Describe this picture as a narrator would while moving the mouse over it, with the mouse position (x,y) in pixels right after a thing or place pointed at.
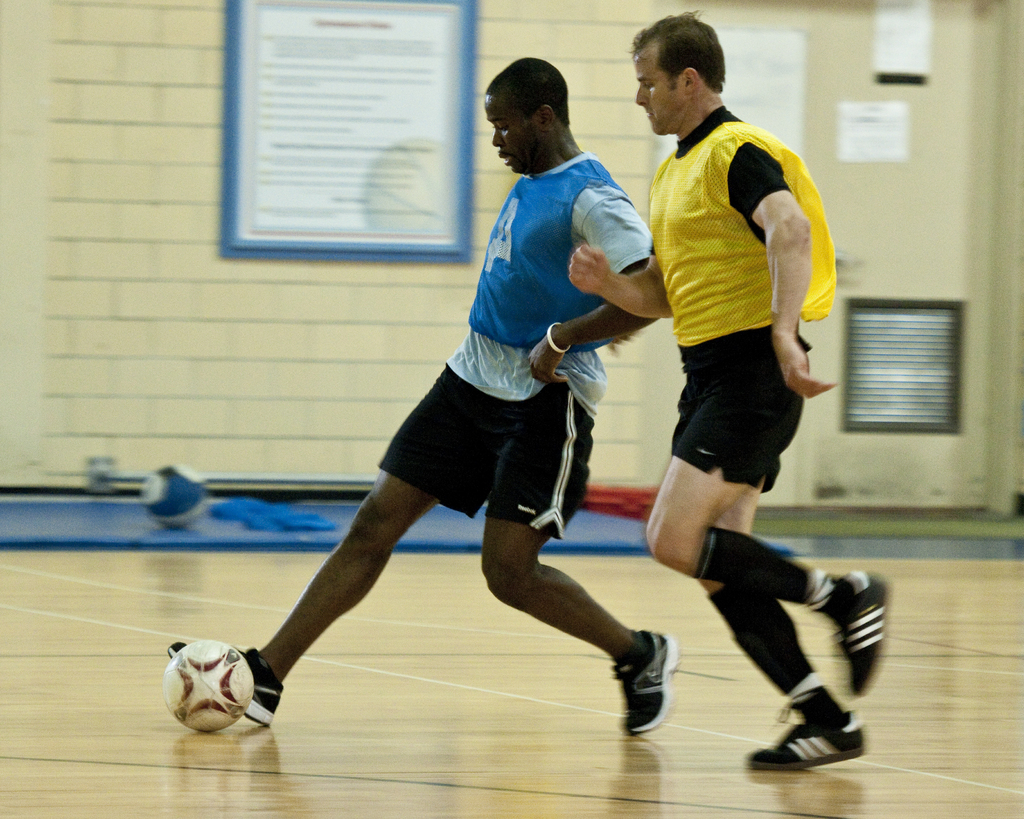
Here we can see two persons (760,554) are playing with a ball (210,646). In the background (361,297) we can see a wall (274,389) and frames (403,28).
